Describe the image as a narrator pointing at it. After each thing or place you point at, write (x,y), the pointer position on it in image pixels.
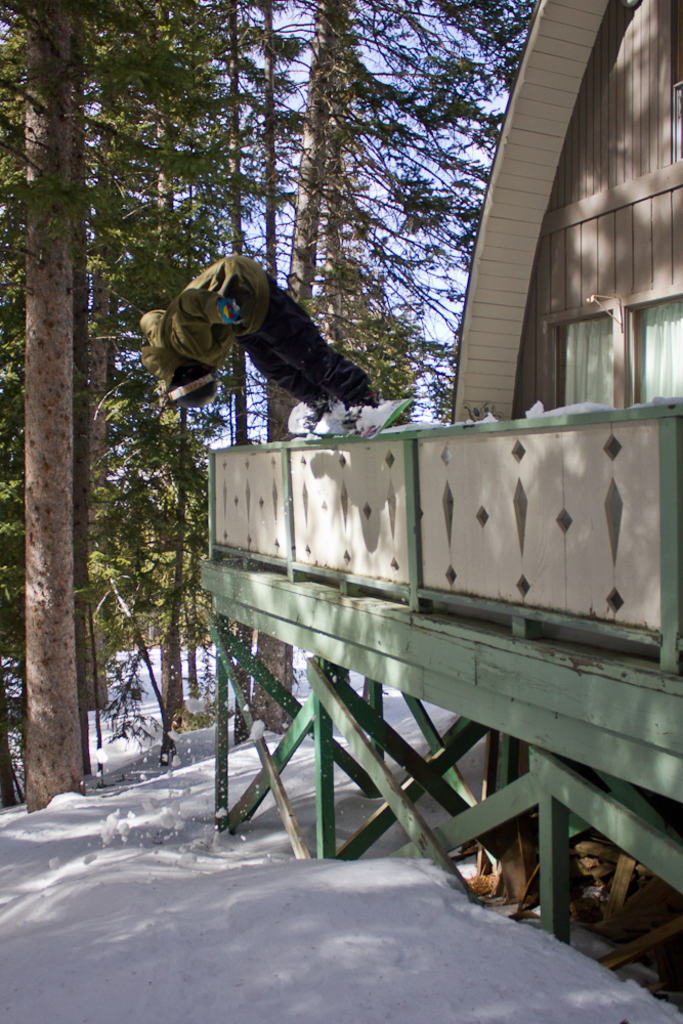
In this image I can see wooden house (682,235), fence (489,580) and other objects (325,780). In the background (67,777) I can see the snow (64,846), trees (65,415) and the sky (282,233).
